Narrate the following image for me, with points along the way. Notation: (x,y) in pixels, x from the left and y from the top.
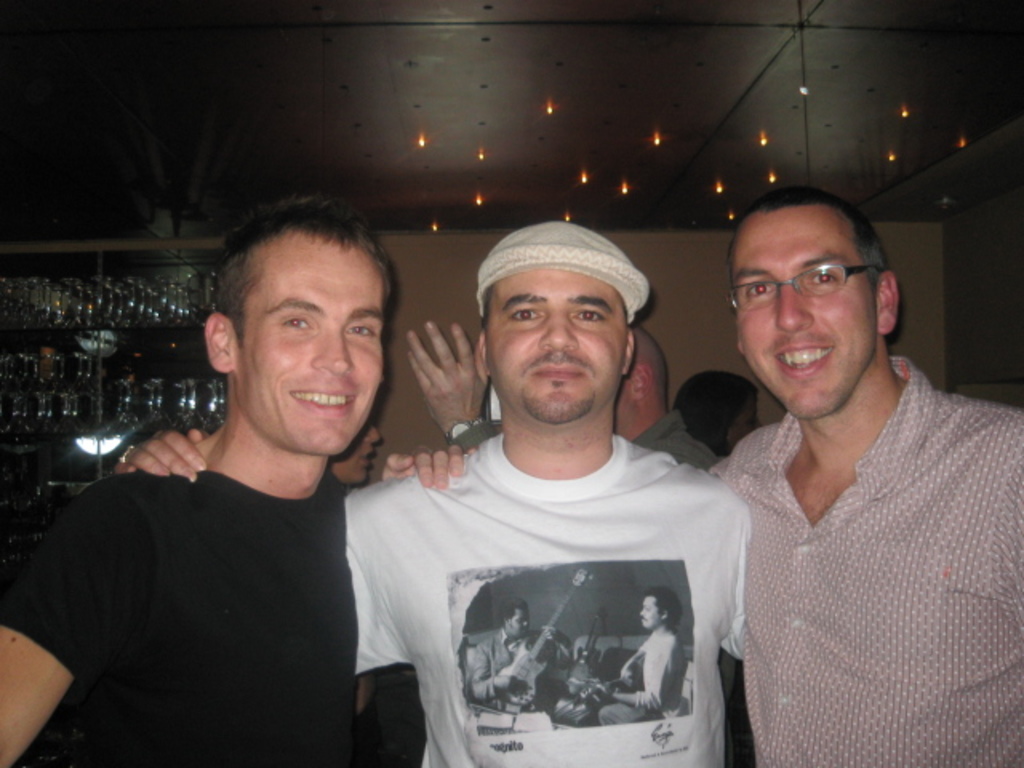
In this image in the foreground (701,503) there are three men (429,586). In the background (429,412) there are few other men (489,426). On the ceiling (542,98) there are lights (655,141). Here on shelves (50,336) there are glasses (42,313).
